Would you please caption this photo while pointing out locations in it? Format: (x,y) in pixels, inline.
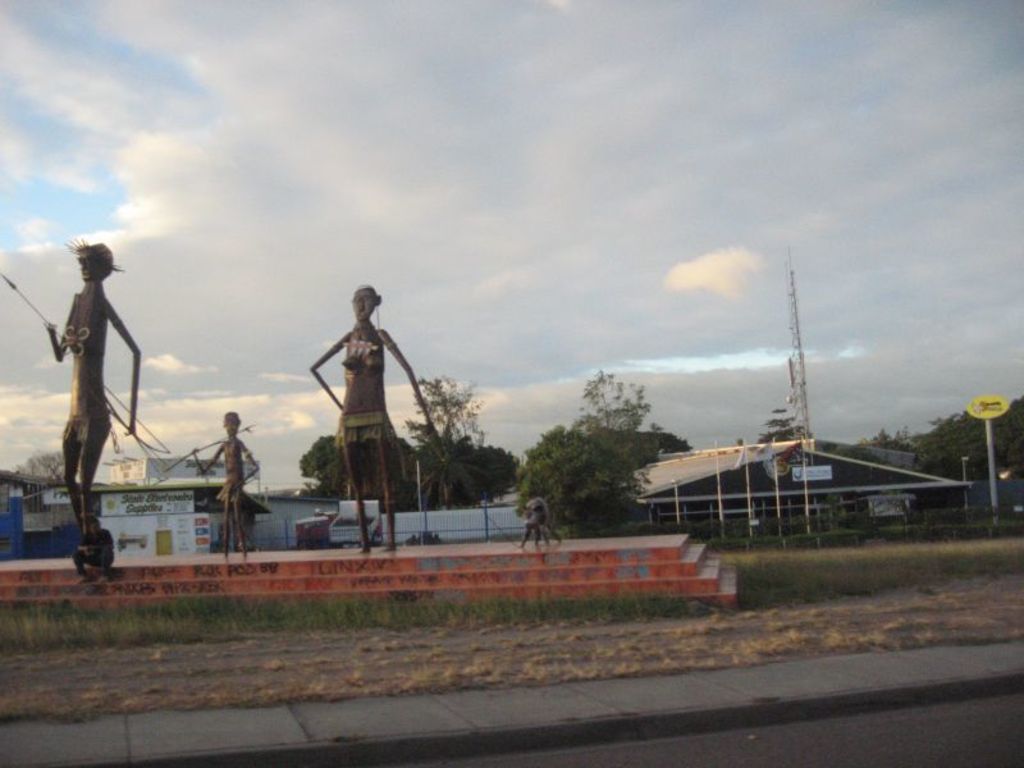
In this image I can see few statues (374,403) in brown color, background (472,463) I can see trees (440,491) in green color. I can also see few sheds (142,481), buildings (164,460), few boards (975,408) attached to the poles (992,468) and the sky (426,229) is in blue and white color.
